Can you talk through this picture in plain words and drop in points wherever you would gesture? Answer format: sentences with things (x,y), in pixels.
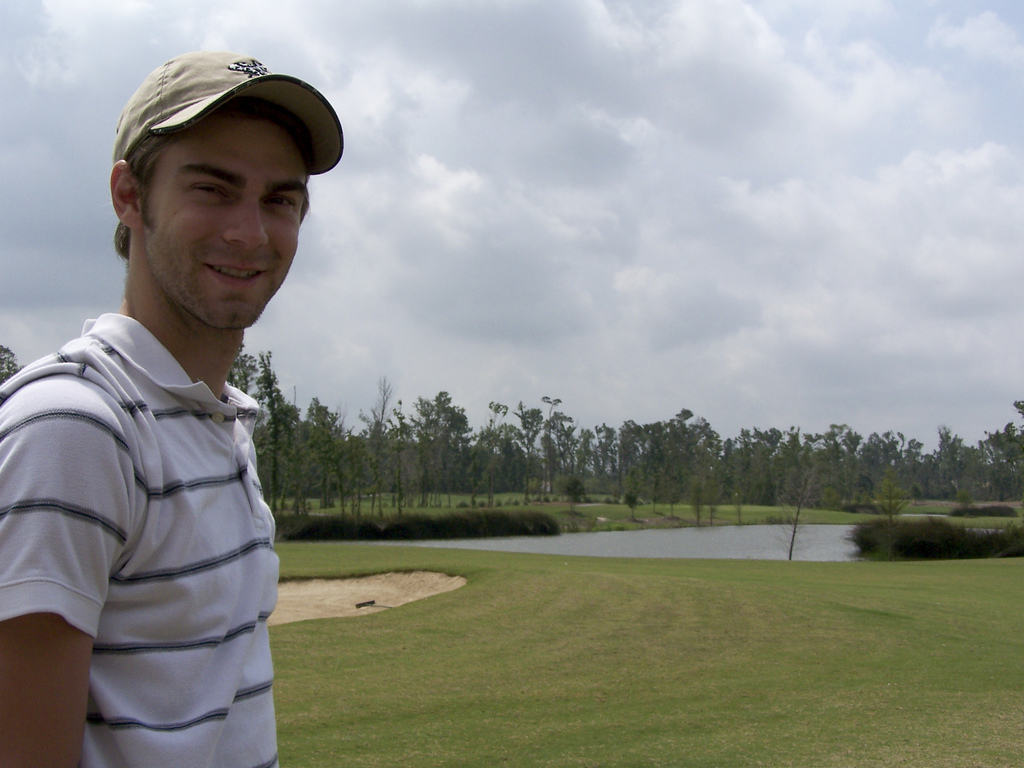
In this image we can see a man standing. On the backside (357,627) we can see some grass (697,624), a water body (582,552), some plants (553,519), a group of trees (380,491) and the sky (611,360) which looks cloudy.
